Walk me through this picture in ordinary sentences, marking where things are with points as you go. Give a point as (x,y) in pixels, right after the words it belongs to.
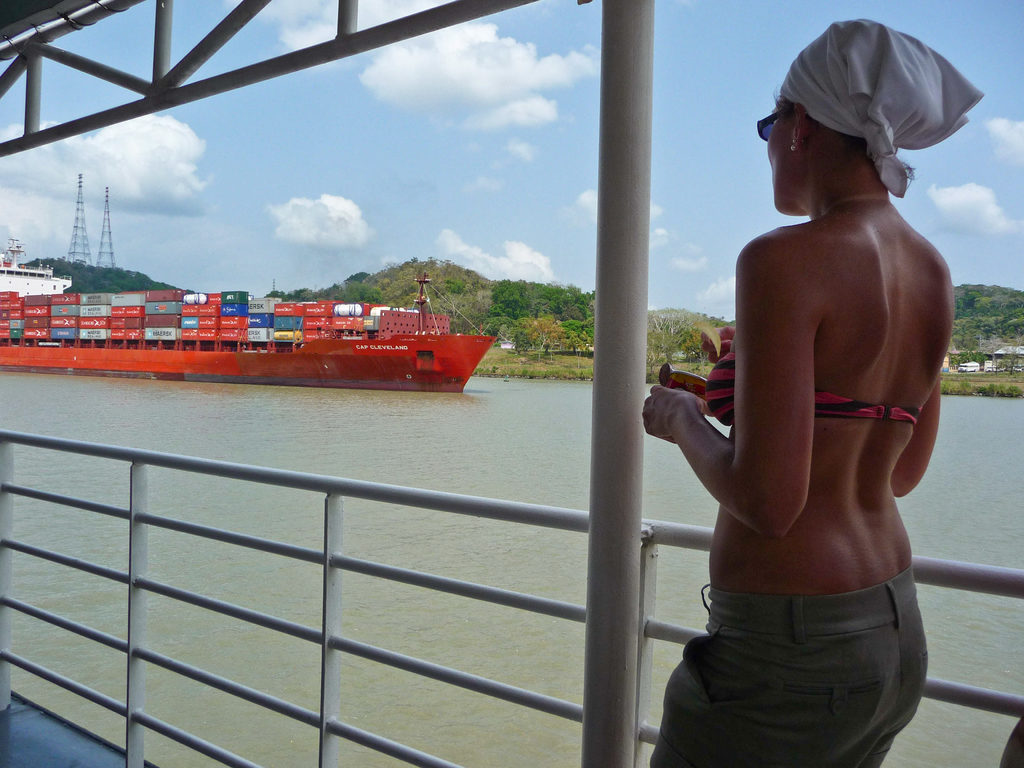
This picture is clicked outside. On the right (865,214) we can see a woman (856,234) holding some object (692,392) and standing and we can see the metal rods (491,585) and a red color object (8,348) seems to be the ship (351,364) in the water body (429,424) and we can see the boxes (203,322) and some other objects (419,317). In the background (445,158) we can see the sky (445,158), grass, trees (445,275), metal rods (103,243) and some other objects (1008,345).
